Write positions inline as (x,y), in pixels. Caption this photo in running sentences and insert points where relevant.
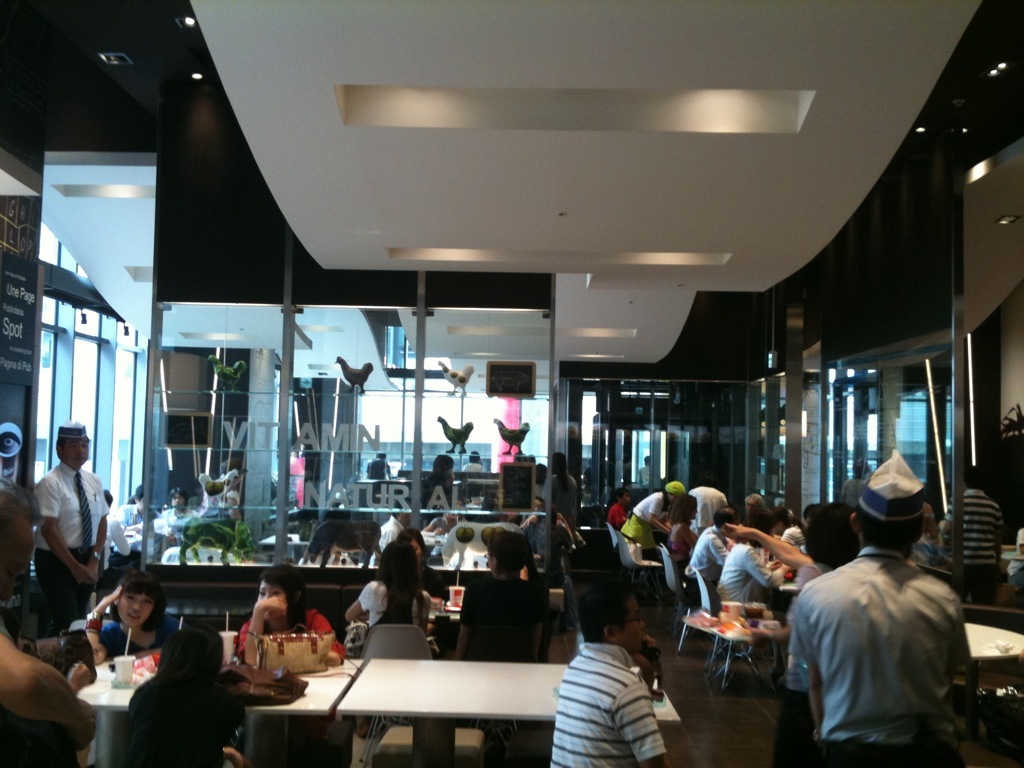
In this image we can see a few people (583,670), among them, some people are standing and some people (586,704) are sitting on the chairs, in front of them, we can see the tables (383,666), on the tables (356,693), we can see the bags (291,661) and some other objects (141,673), at the top (734,97) we can see some lights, there are pillars (809,430) and some other objects (298,473).
